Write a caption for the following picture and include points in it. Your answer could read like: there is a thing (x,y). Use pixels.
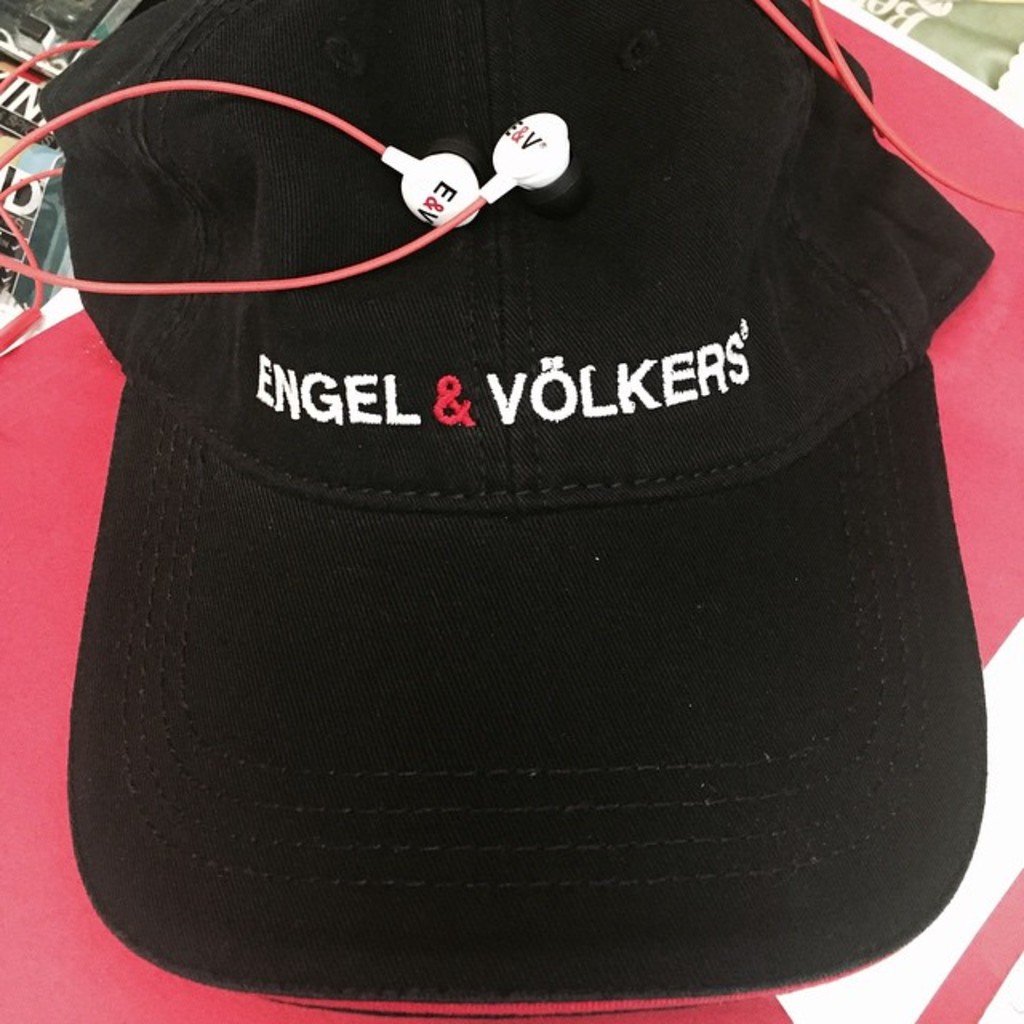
In this image we can see cap (422,524) and earphones (464,150) placed on the table (134,997).
